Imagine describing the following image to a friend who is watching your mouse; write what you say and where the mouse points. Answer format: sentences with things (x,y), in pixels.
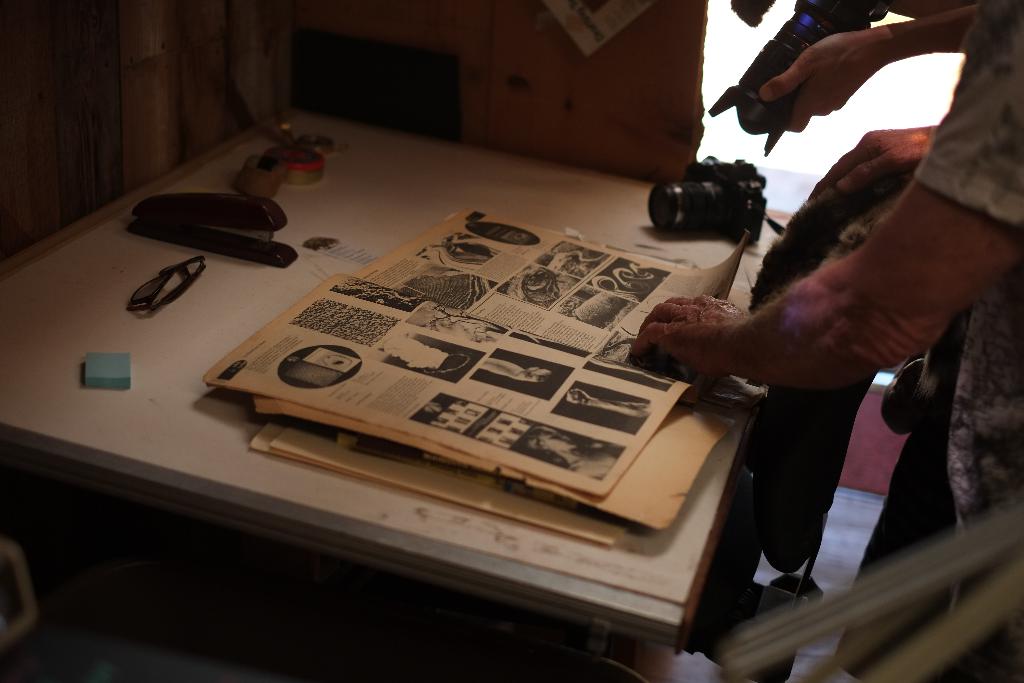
In the center of the image (346,245) there is a table (310,231). On the table (227,296) we can see spectacles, camera (675,217), book (305,345) and some objects (91,364) are there. At the top of the image (463,54) wall (602,47) and paper (597,31) are there. On the right side of the image (910,214) we can see some persons hands (900,224) are there. A person (810,87) is holding a camera (780,49) is present at the top of the image (767,44). At the bottom of the image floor (685,676) is there.
